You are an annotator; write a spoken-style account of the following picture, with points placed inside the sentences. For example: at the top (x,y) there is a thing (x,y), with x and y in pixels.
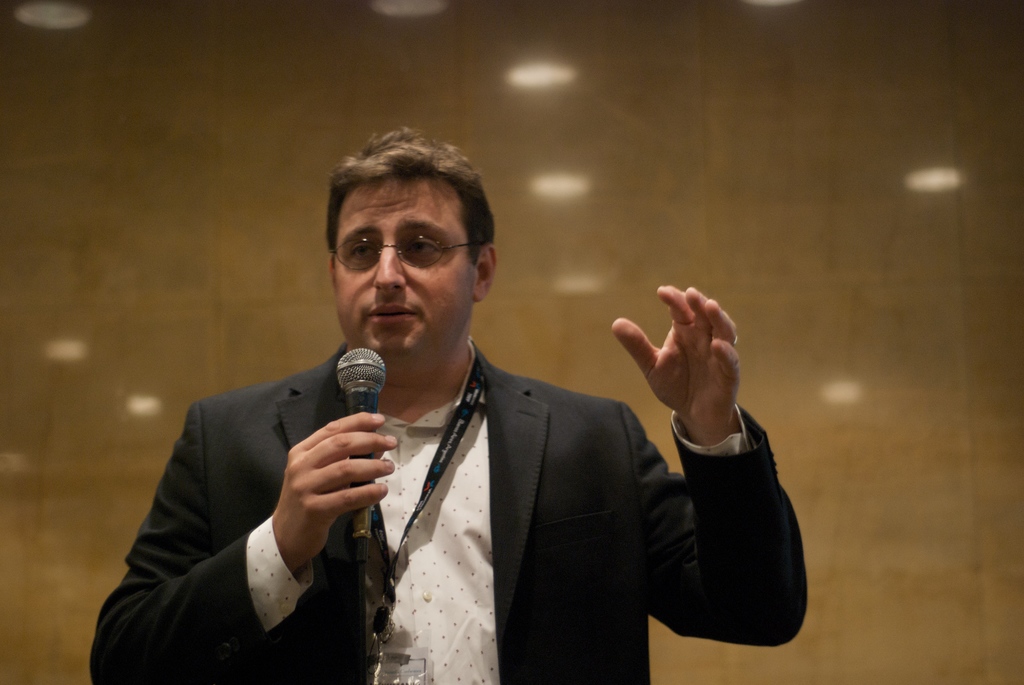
In this picture we can see a man (571,485) wearing black suit (591,485) is holding a mic (343,386) and he is having the spectacles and behind him there is wall (259,158) in brown color.
